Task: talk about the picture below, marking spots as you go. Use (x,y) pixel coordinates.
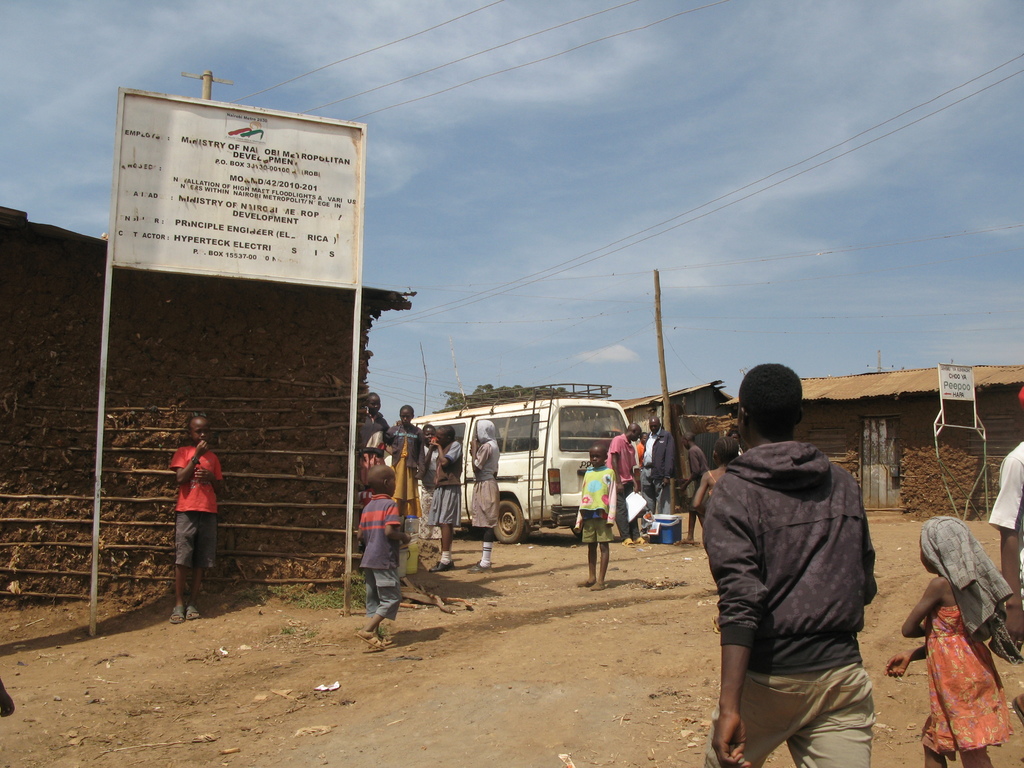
This picture describes about group of people (841,599), few (611,481) are standing and few (723,532) are walking, in front of them we can see few houses (310,390), poles (980,432) and notice boards (129,225), and also we can see a van (519,437) and a box (661,525).
